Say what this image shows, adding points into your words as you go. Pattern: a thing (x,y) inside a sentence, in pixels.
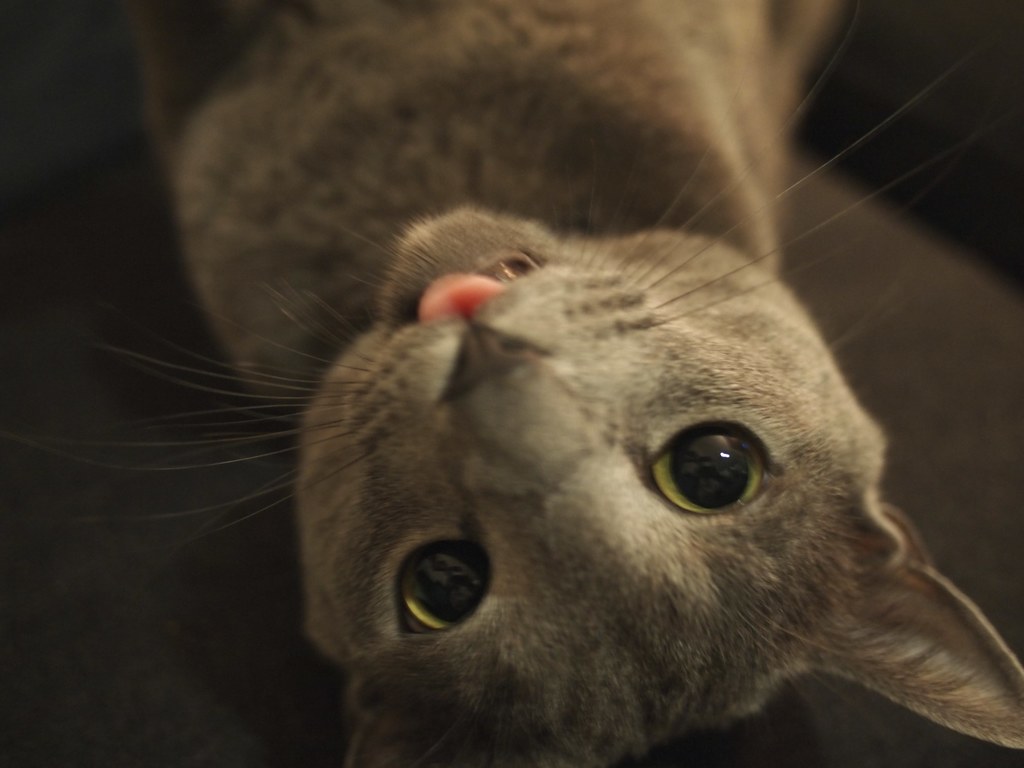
This is a zoomed in picture. In the center (605,420) we can see a cat (699,223) seems to be lying on an object (223,520). In the background (961,210) there is an object (945,387).
